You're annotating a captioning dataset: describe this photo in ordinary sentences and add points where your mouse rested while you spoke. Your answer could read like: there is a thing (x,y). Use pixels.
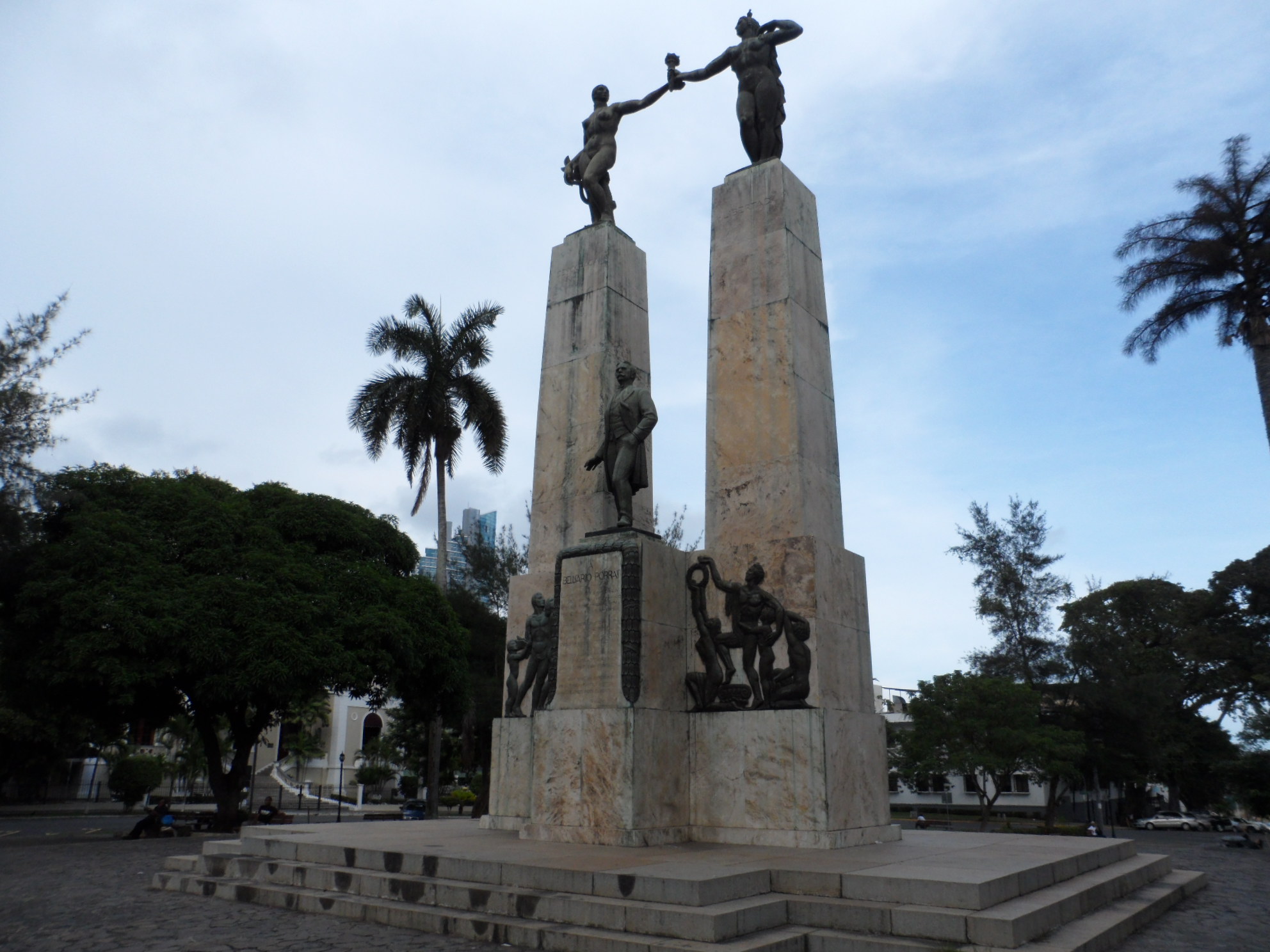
In this image there are statues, in the background (116,676) there are trees (217,796), buildings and sky (937,231).
